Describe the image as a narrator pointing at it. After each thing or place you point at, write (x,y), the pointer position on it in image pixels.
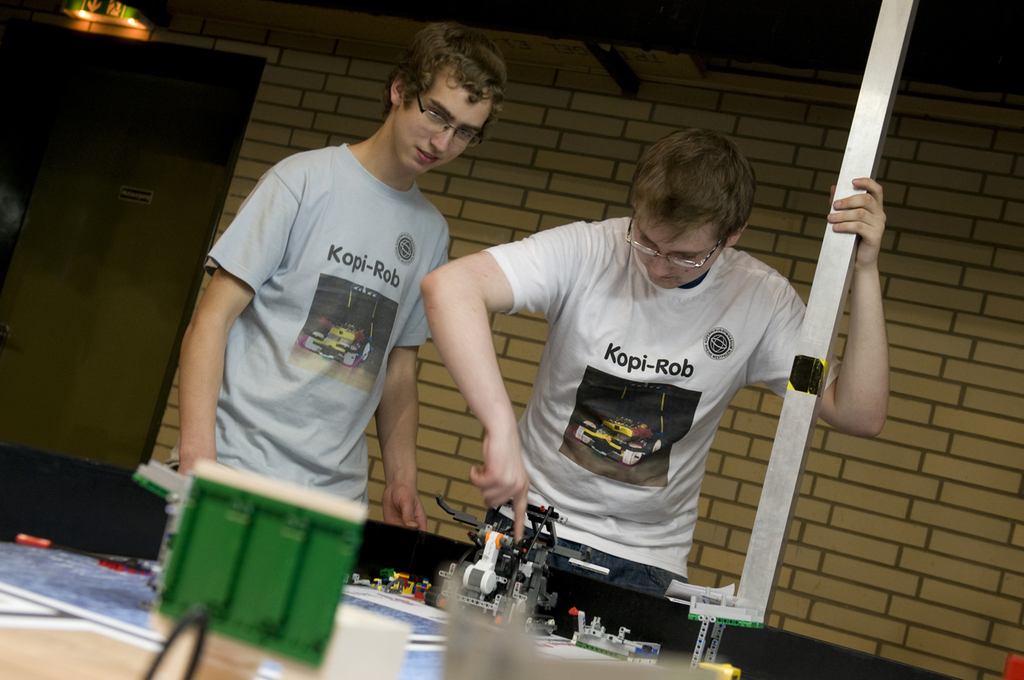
In this image we can see two persons (494,502) standing. In that a man (519,471) is holding a pole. On the backside (430,527) we can see the wall (440,365).
